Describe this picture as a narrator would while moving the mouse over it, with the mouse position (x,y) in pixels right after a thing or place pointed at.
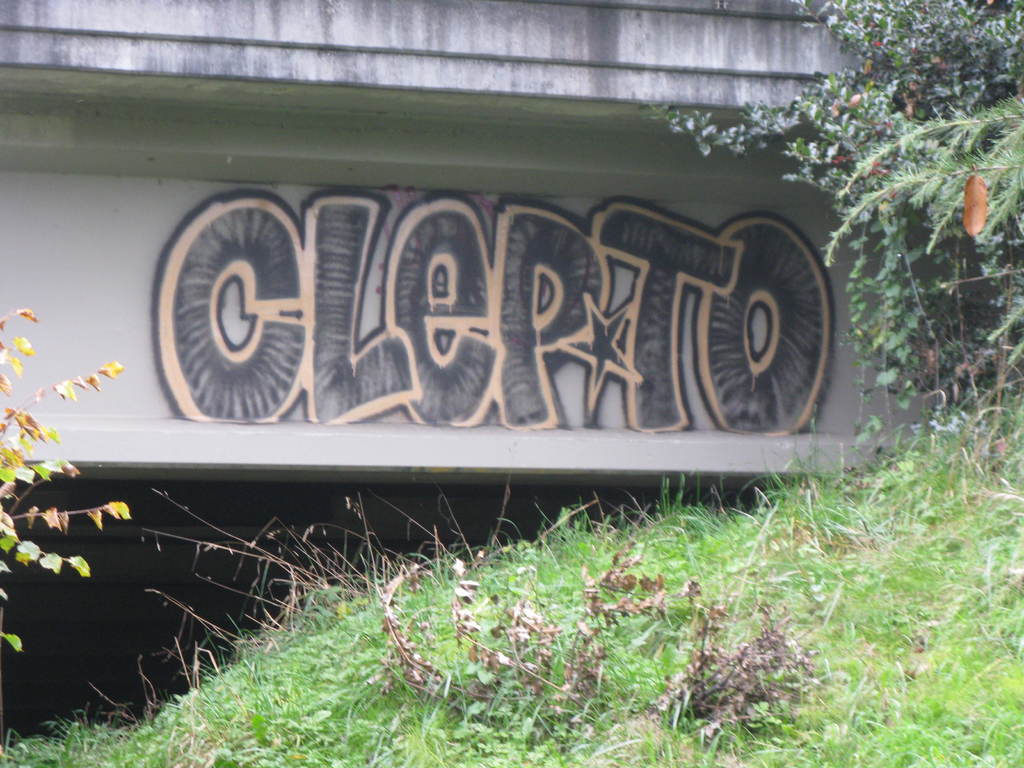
This picture shows a text painting (511,258) on the wall (376,163) and we see grass (687,526) on the ground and few trees (929,244).
